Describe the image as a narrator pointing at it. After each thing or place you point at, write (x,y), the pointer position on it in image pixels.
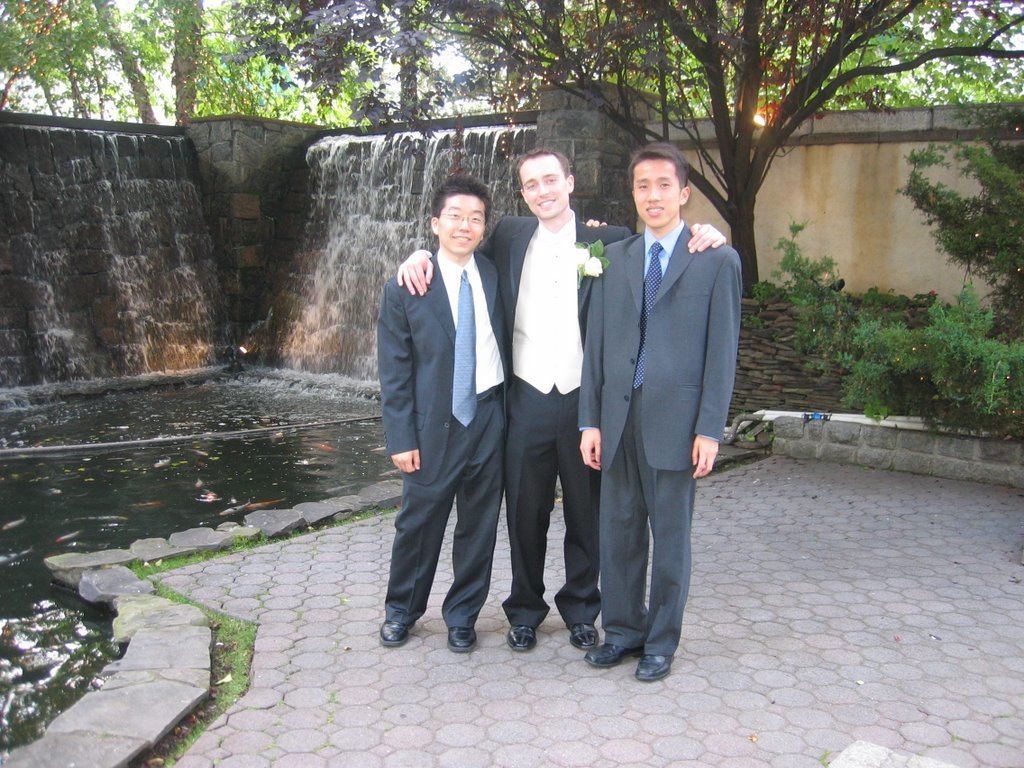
In this image in the center (554,312) there are persons (528,355) standing and smiling. In the background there are trees (426,66), and in the center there is water (141,472).
